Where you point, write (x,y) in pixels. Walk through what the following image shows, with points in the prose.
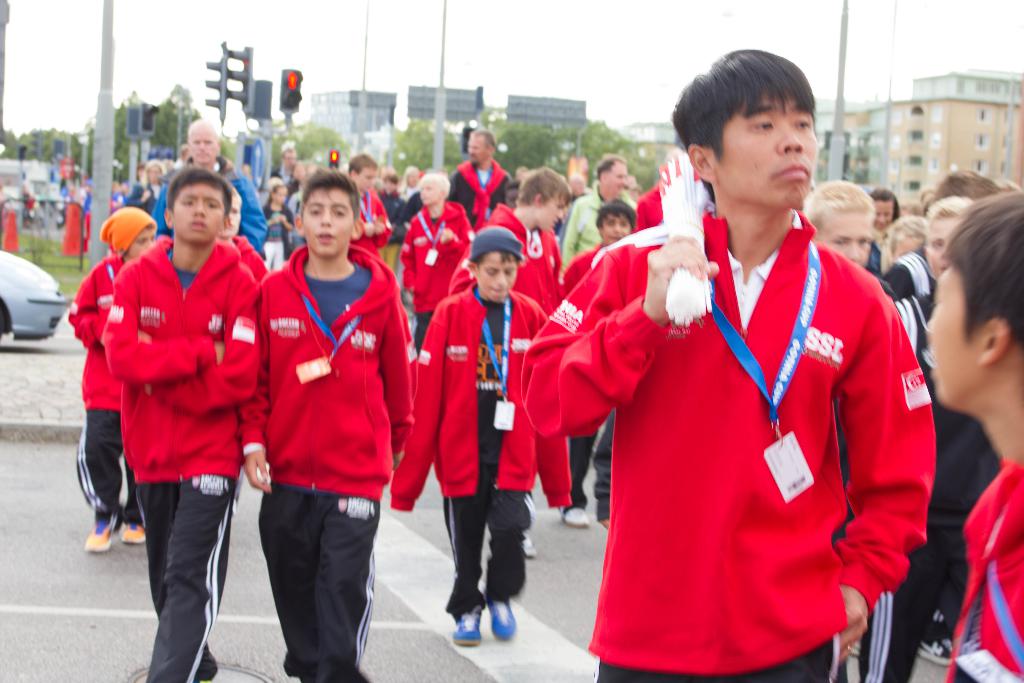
In the foreground of the picture (676,625) I can see people (490,560) wearing red color jackets (379,260) and identity card (994,669) are walking on the road (494,663). The background of the image (14,147) is slightly blurred, where we can see a few more people (971,204) are walking on the road (9,341), we can see a car (49,287) on the left side of the image (25,280), we can see traffic signal poles (295,105), buildings (876,149), trees (78,150) and the sky (628,85).
